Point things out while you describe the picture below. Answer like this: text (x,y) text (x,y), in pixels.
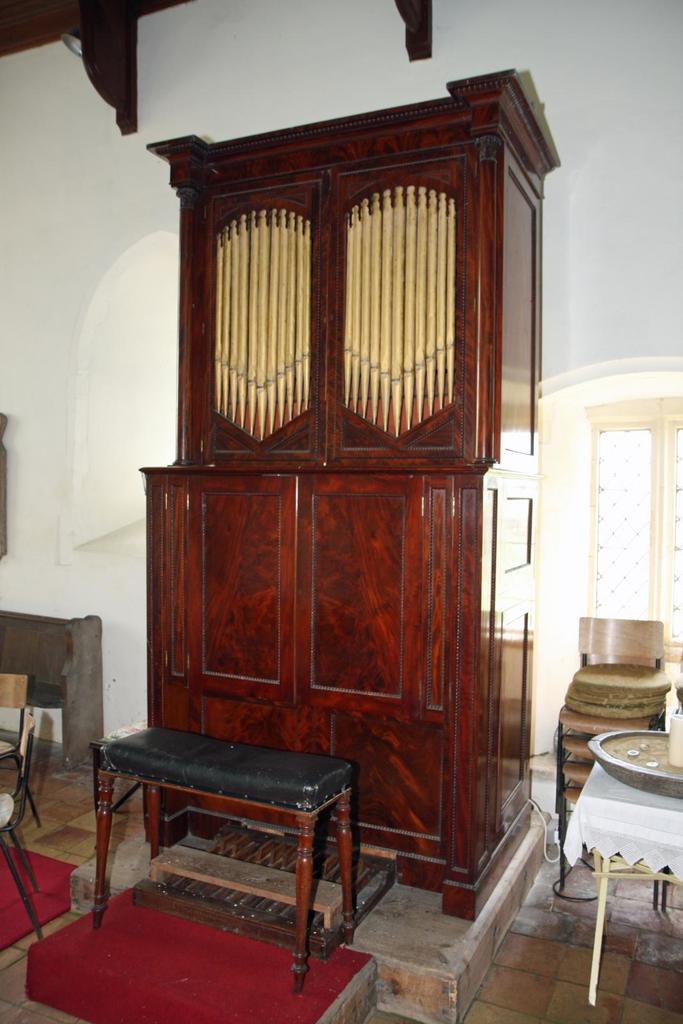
In this image I can see tables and an organ (278,347) at the back (278,160). There is a window (647,445) at the right (585,407) and there is a white wall (610,12) at the back (53,241).
